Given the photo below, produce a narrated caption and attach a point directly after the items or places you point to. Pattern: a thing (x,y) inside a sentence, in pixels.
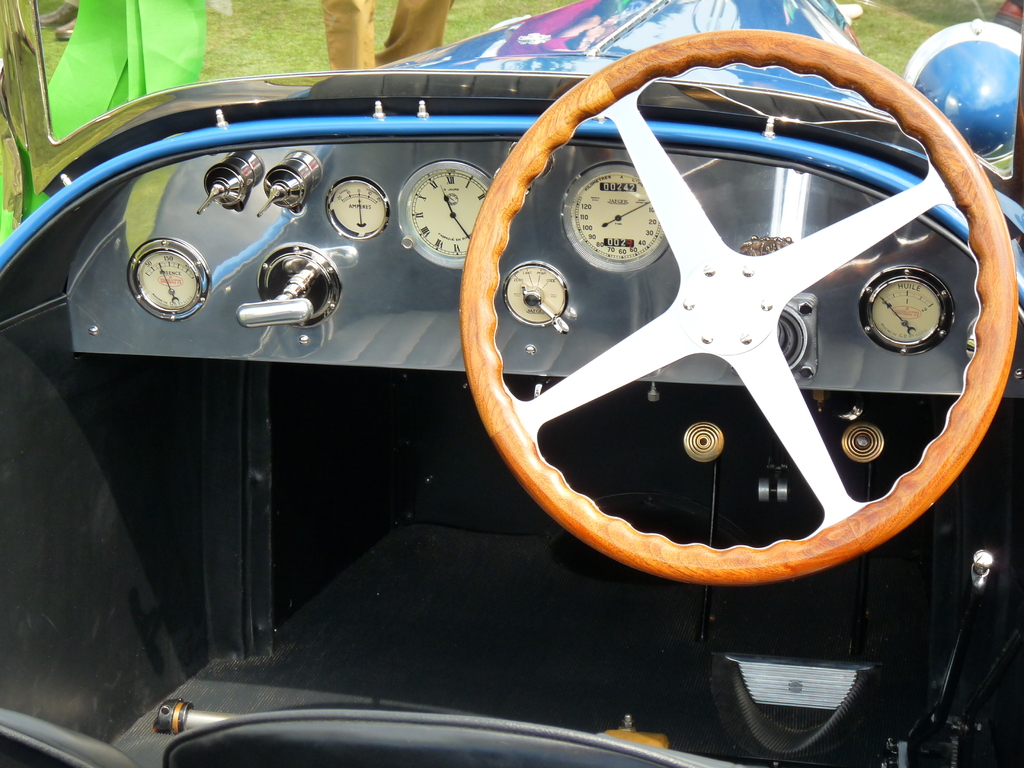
In this picture we can see a steering (864,220), speedometer (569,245), meter gauges (554,289), some parts of a vehicle (442,321) and in the background (312,29) we can see the grass (261,43).
